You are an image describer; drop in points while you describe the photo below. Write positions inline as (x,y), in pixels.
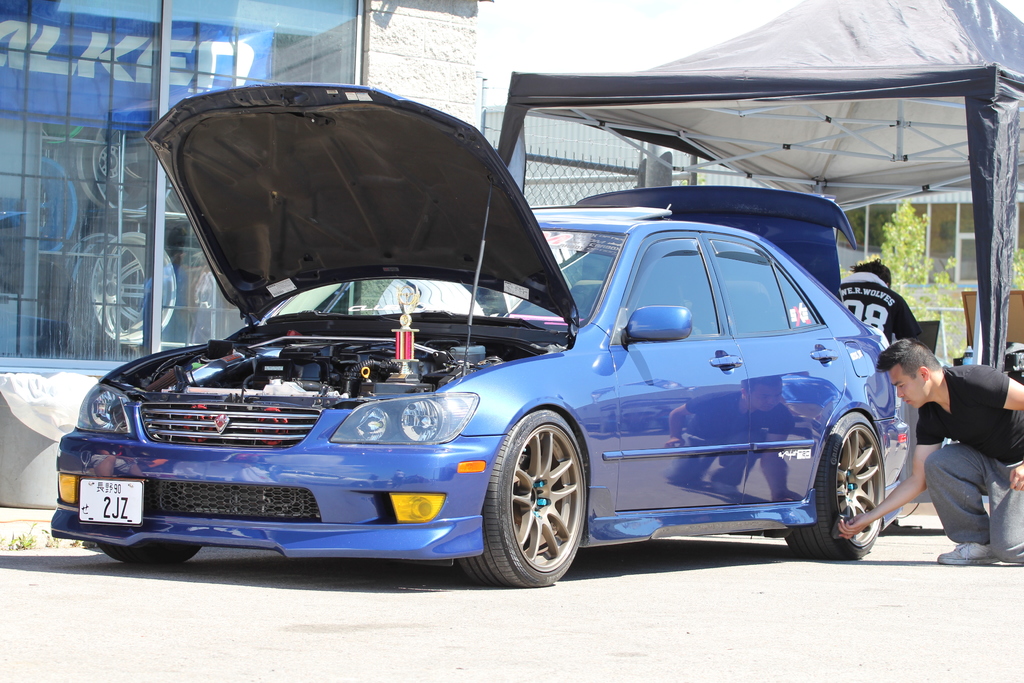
In this image, we can see a car (660,442). There are a few people (964,421). We can see the ground (712,659) with some objects (971,303). We can also see the shed (1004,322) and trees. We can see the wall (385,4) and some glass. We can see some alloys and a banner (18,95) with some text (217,45).
